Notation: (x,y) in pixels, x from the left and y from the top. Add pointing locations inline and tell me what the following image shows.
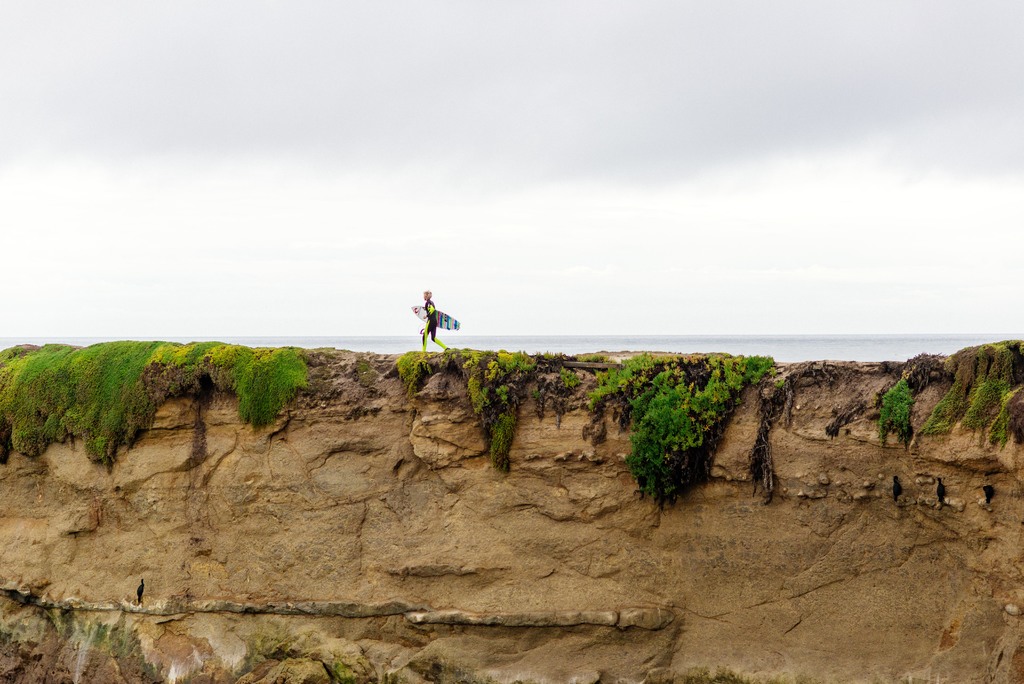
There is a person (431,323) holding surfboard (457,327) and walking on the surface of a hill (445,353). which is having grass (260,372) on it. In the background (905,332), there is an ocean (519,337) and there are clouds (187,219) in the sky (177,262).
